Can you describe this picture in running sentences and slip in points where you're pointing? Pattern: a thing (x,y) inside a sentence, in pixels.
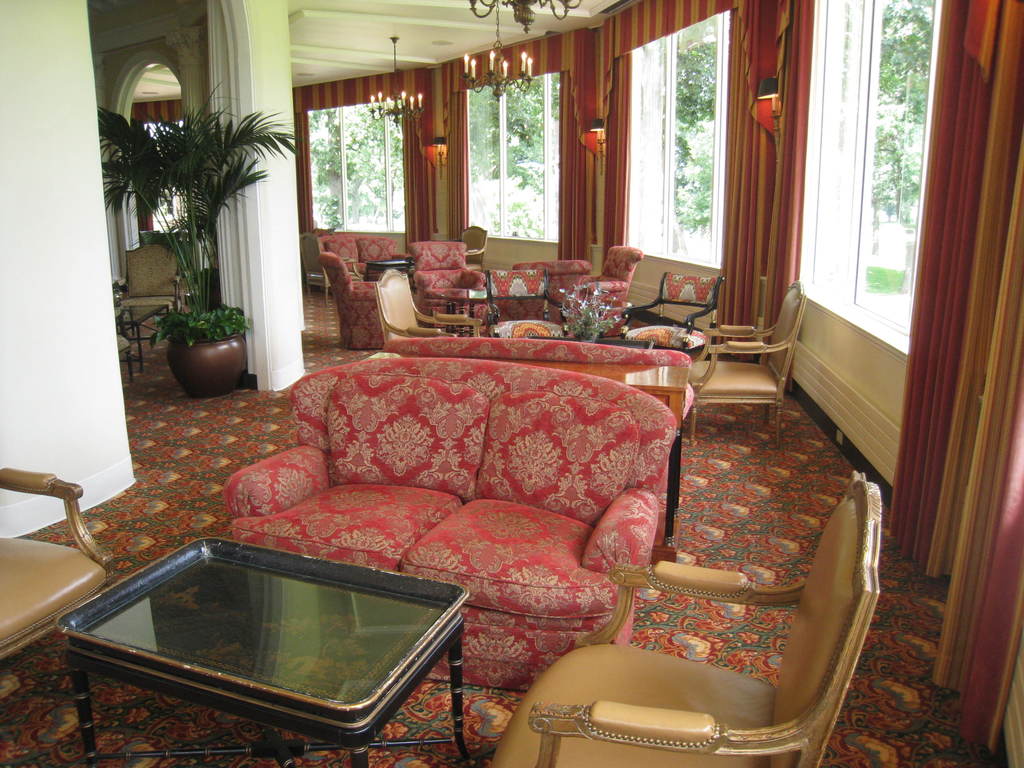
As we can see in the image there is a white color wall (59,229), plant (172,234), window (363,167), candles (416,109). Outside the windows (539,131) there are trees (507,223). There are sofas (350,241), chairs (706,689) and a table (255,618).
